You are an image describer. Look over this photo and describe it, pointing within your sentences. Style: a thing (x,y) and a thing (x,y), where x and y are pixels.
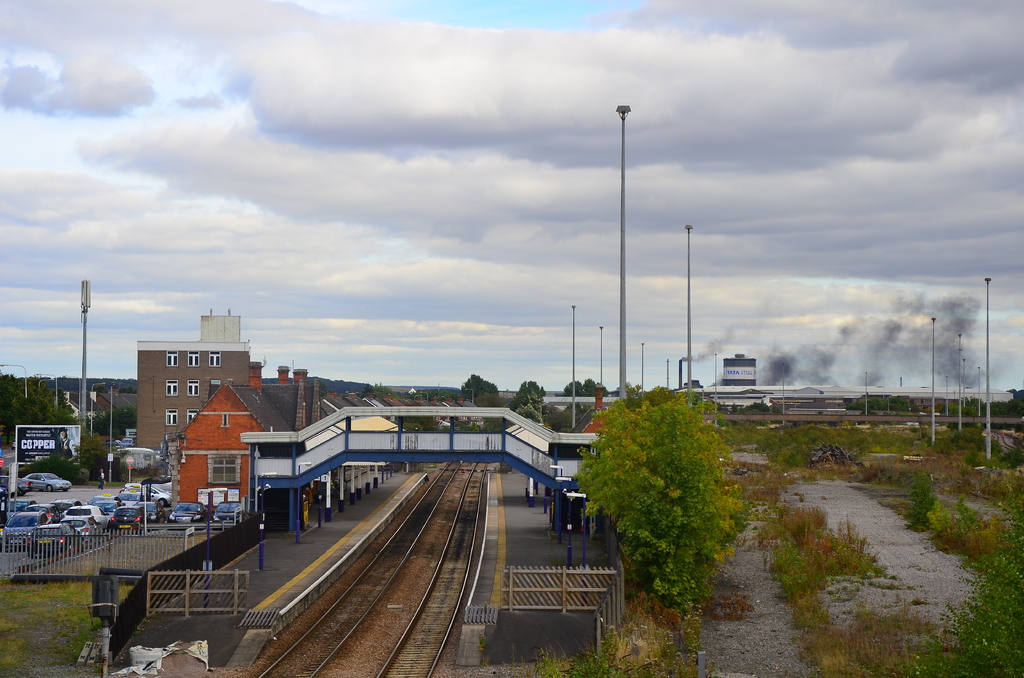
In this image, we can see buildings (192,357), trees (692,406), poles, vehicles (67,499) on the road (76,486) and there are boards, a railway station (504,558) and there are railings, a bridge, a tanker (742,368) and we can see lights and a chimney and there is smoke (839,368). At the top (516,145), there are clouds (477,201) in the sky (494,305) and at the bottom (851,618), there is ground (712,621) and we can see tracks (328,620).
